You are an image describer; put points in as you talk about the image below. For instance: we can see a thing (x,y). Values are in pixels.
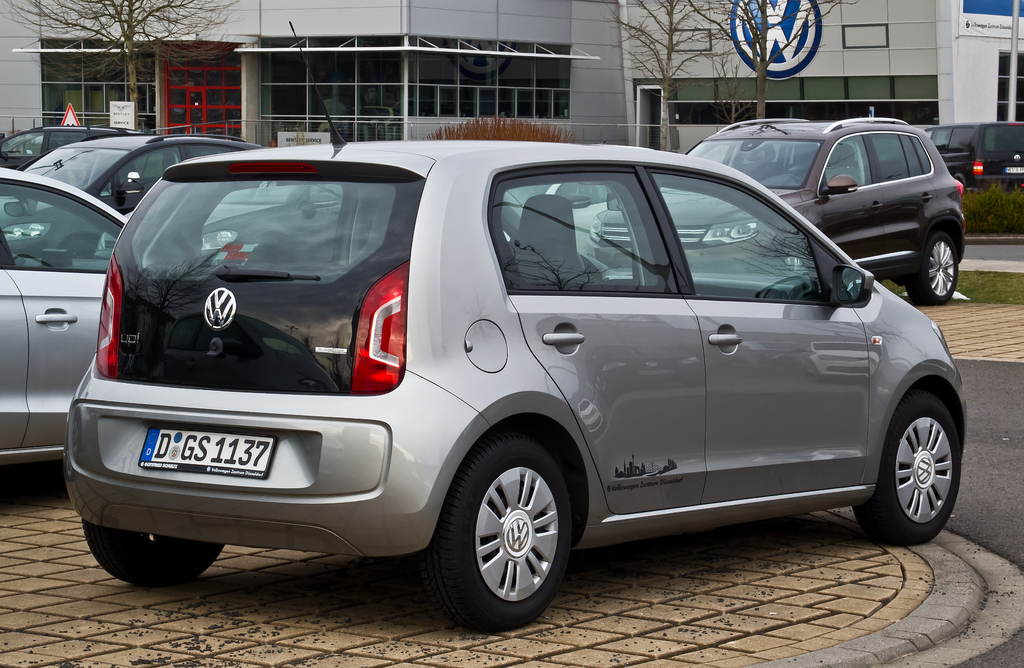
As we can see in the image there are cars (595,305), buildings (687,90), dry trees (140,23), banners (117,117), windows (824,86) and plants (526,120).
